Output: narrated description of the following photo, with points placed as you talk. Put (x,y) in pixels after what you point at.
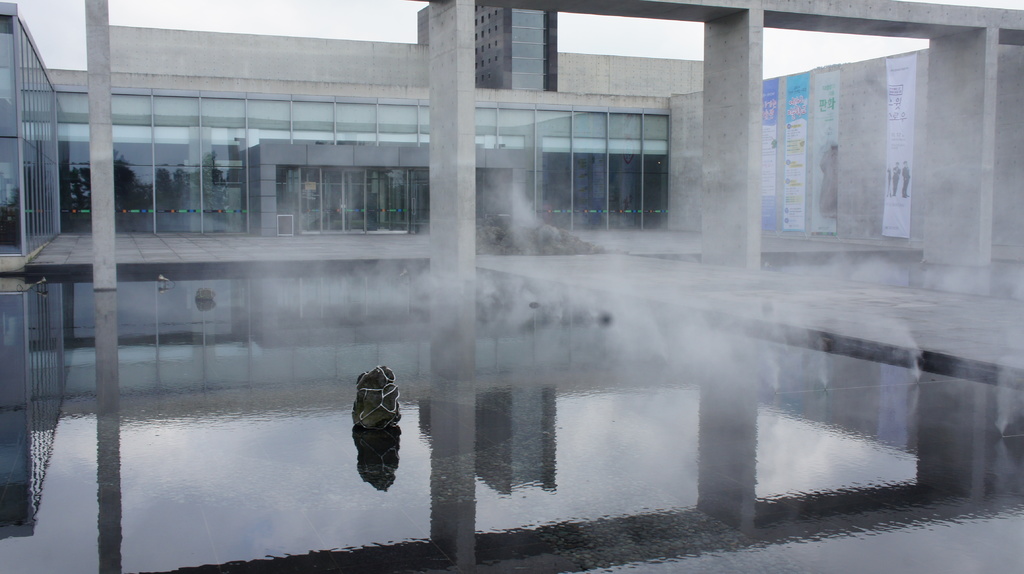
In this image in the center (342,312) there is water (510,426). In the background (184,186) there is building (339,162) and on the right side (827,162) there are banners (827,162) on the wall (861,151) with some text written on it, and the sky (278,25) is cloudy and there is smoke (649,304) coming from the water (8,490) which is in the center (388,308).
